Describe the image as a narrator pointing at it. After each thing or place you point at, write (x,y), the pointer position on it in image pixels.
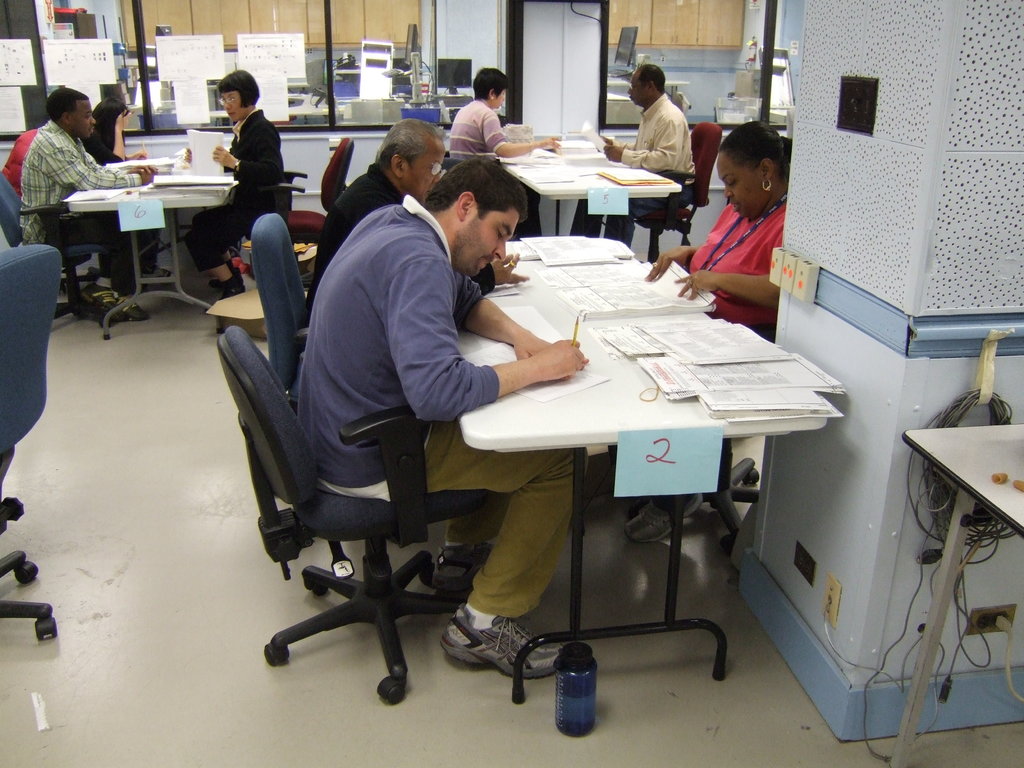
In the picture we can see some people (350,352) are sitting on a chairs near the desks (677,422). They are writing something on the papers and some are explaining something to them, background we can see glass windows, and some systems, monitors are available.
